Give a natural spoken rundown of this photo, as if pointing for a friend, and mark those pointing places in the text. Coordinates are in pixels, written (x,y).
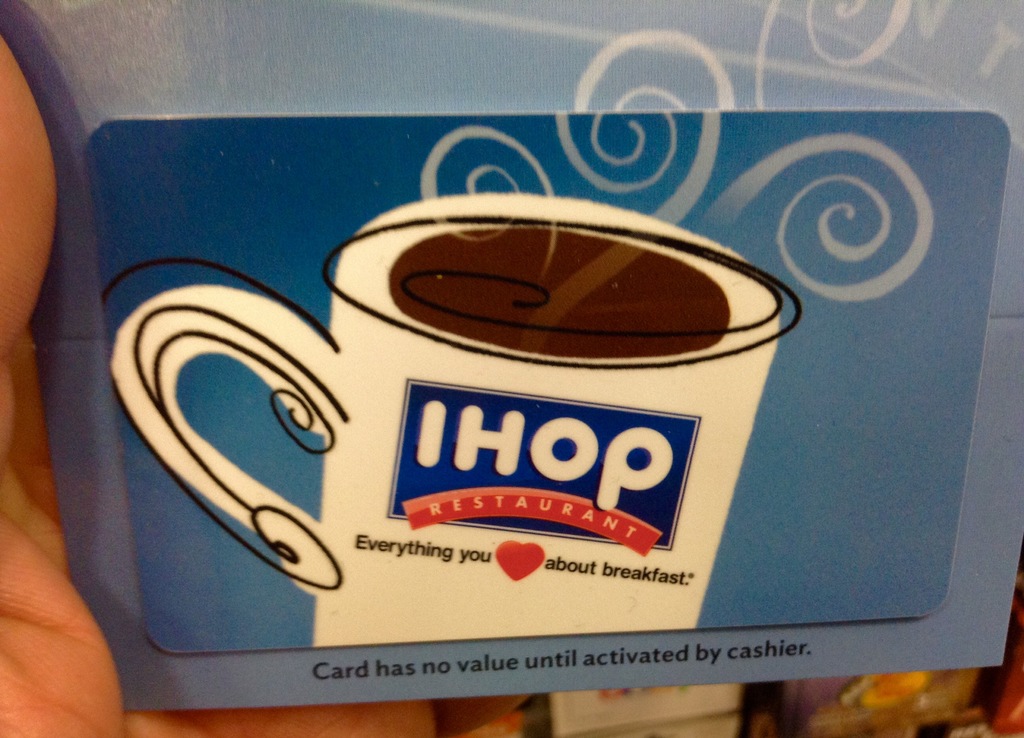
This is a zoomed in picture. On the left (23,132) we can see the hand (45,567) of a person (77,658) holding an object (972,296) on which we can see the picture (447,323) of a cup (490,362) and the text (465,674) is printed on the object (484,596). In the background (606,712) there are some objects (872,703).
